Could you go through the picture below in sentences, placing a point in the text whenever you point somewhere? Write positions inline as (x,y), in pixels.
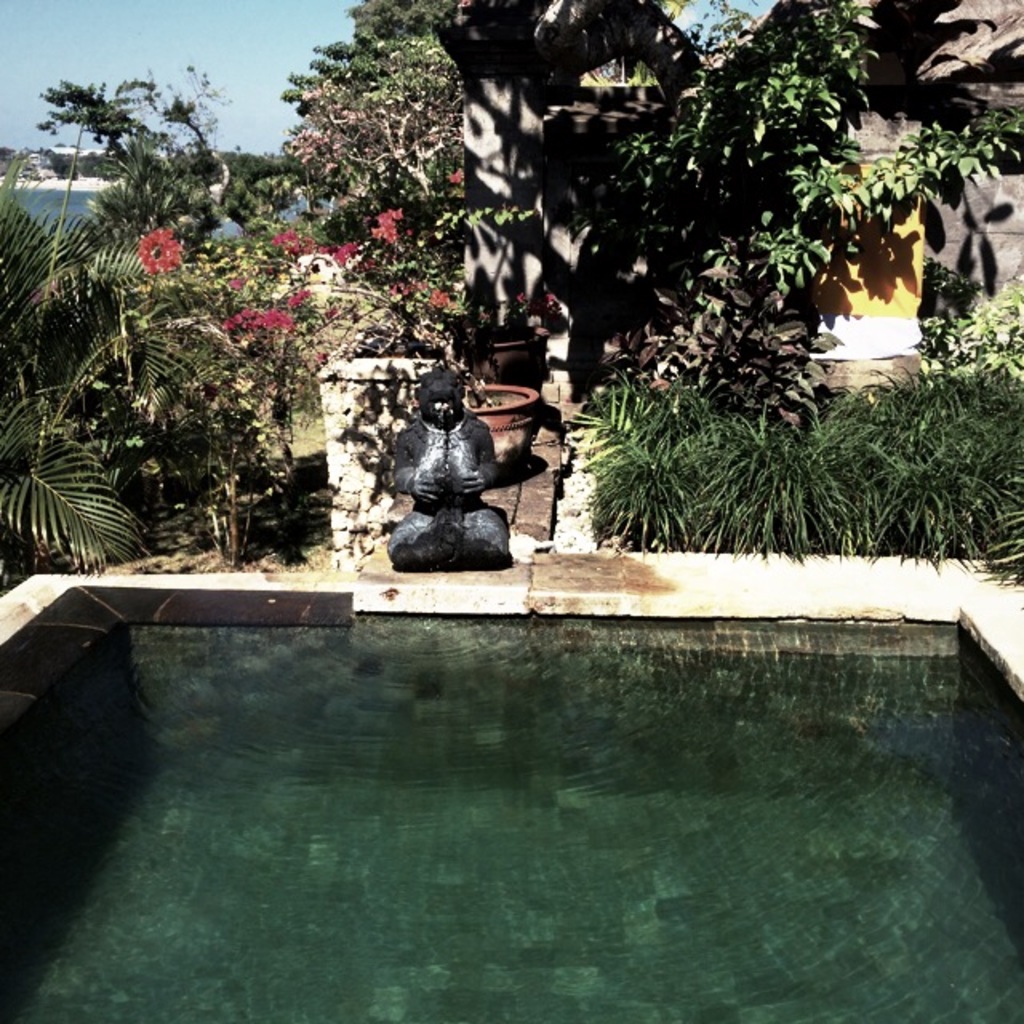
In this image there is some water (604,765) at the bottom (560,842). In the middle (438,457) it looks like a sculpture (428,443). Behind it there are flower pots (523,395). On the left side (142,333) there are plants (188,345) on the ground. At the top (266,37) there is the sky (266,27). On the right side (947,215) top it looks like a house (957,215). In the background (49,193) there is water (76,190).
